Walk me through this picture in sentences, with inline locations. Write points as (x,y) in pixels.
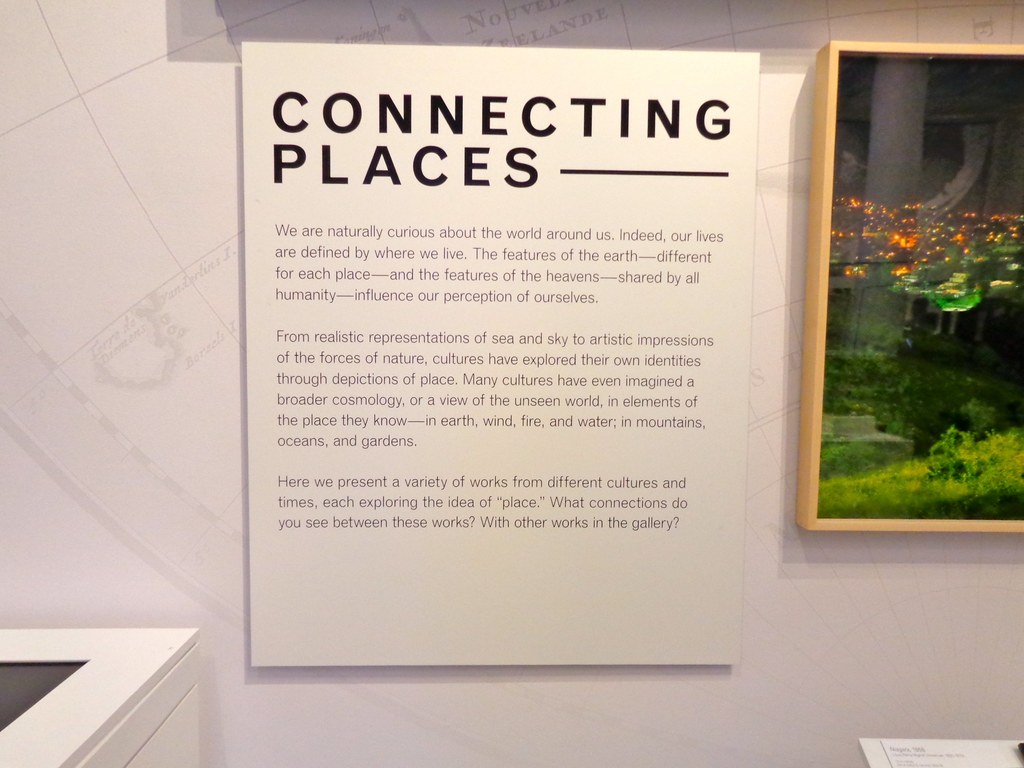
In this image we can see a photo frame (836,268) and a poster (617,340) with some text (533,482) on the wall (446,734), also we can see the some other objects (93,700).
